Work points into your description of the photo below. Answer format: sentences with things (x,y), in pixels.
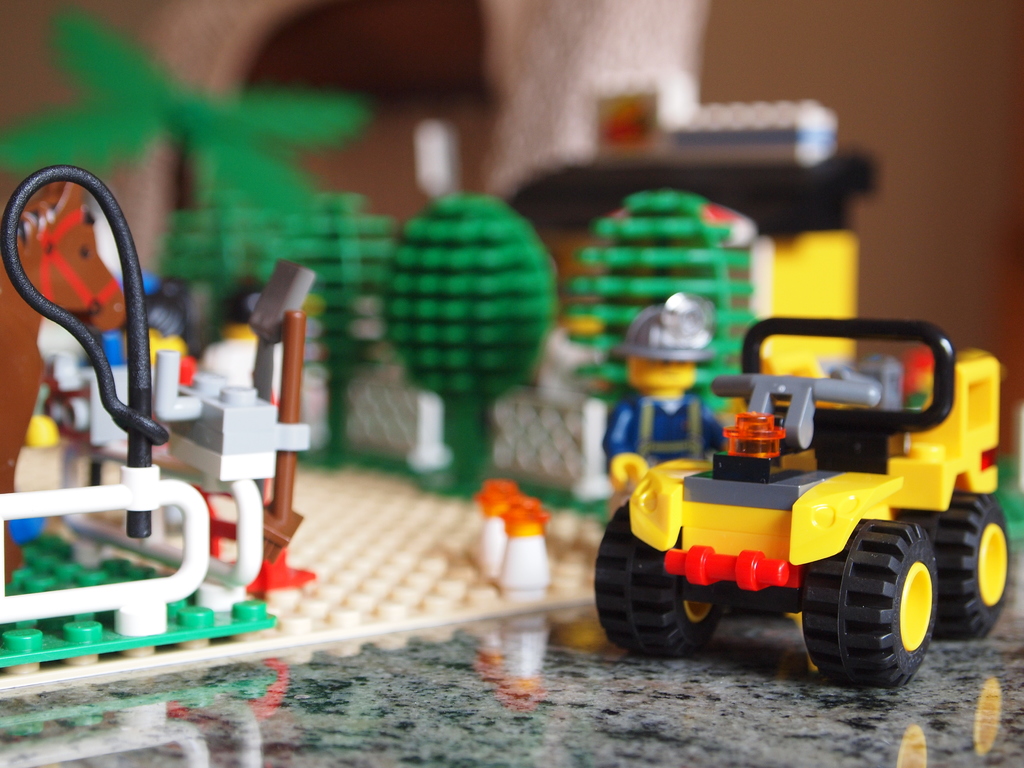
In this image, we can see some lego toys (378,525).
